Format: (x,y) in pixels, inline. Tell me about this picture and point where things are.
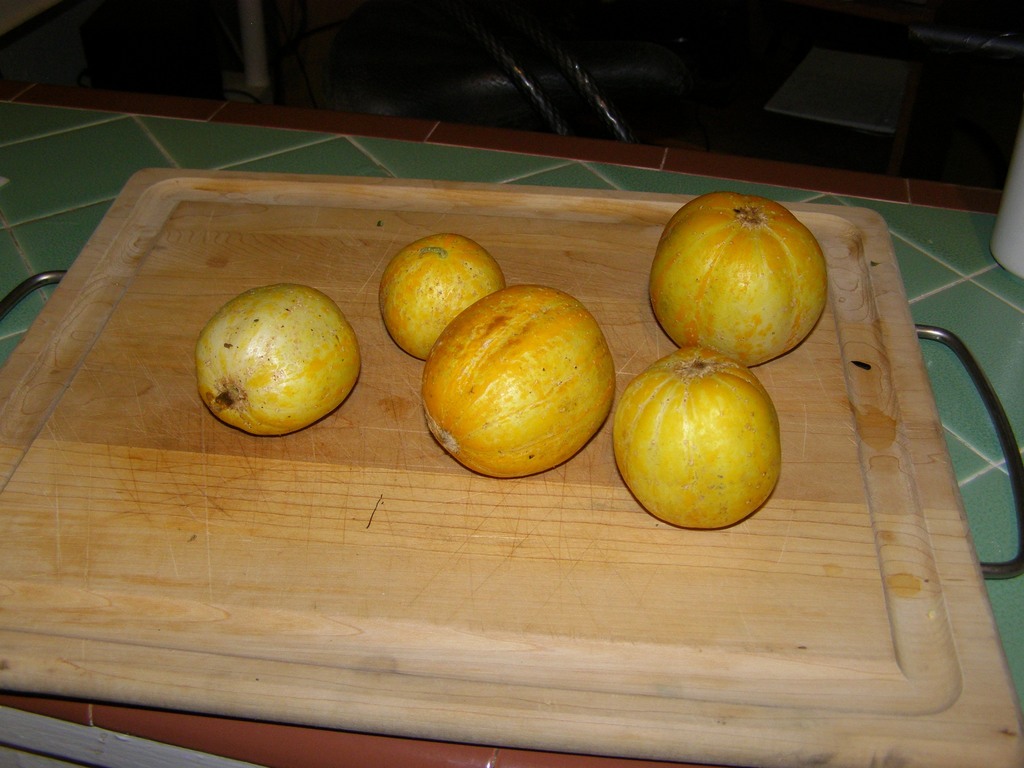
In this image there is a table (982,536), on that table (453,156) there is chopping board (597,215), on that chopping board (845,273) there are some vegetables (697,344).
